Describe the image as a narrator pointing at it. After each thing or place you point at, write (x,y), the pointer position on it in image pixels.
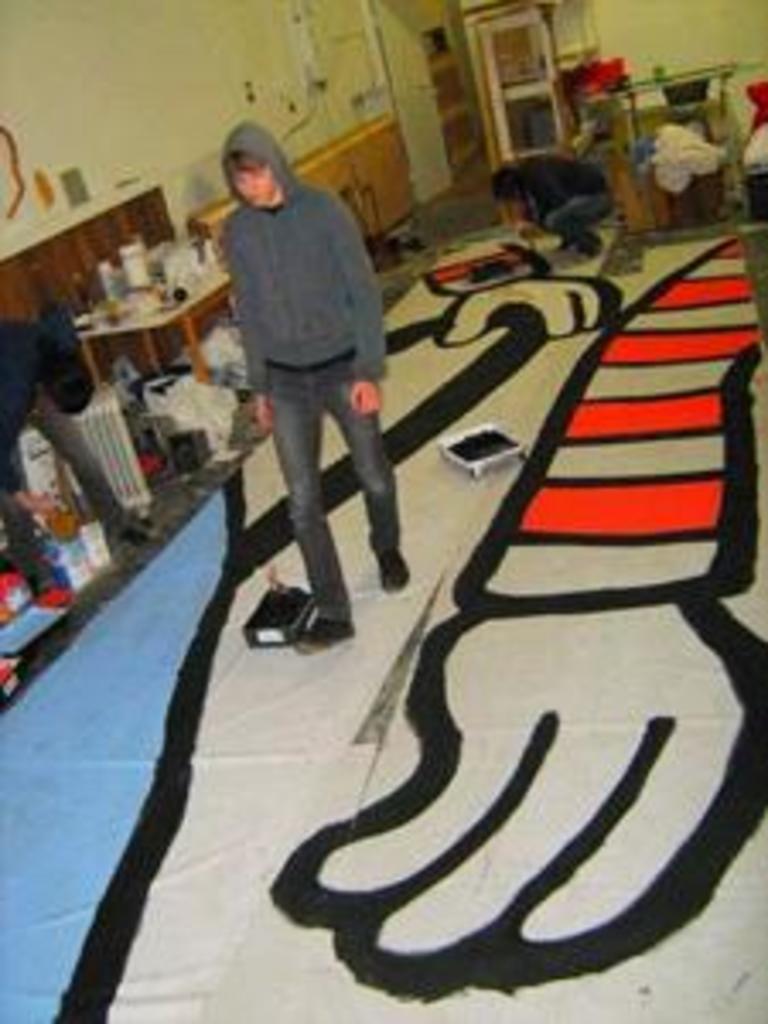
In the middle of the picture (385,515) we can see people (62,421), table (196,332), baskets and various objects (176,432). At the bottom (289,765) we can see a painting (475,664) may be a banner (434,689) or cloth (406,725). In the background (297,83) we can see wall (76,137), door (441,85) and other objects (537,6).
